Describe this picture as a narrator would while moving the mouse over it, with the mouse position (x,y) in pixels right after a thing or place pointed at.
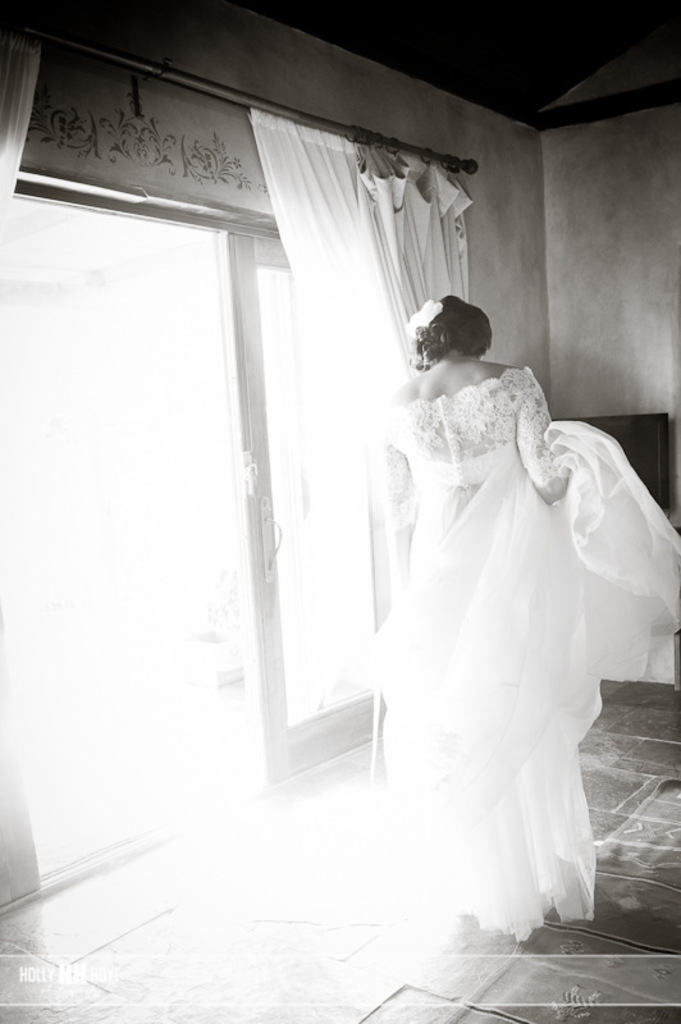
In this picture there is a woman (503,581) wearing white dress (518,537) is standing and there is a glass door (328,560) and curtain (311,215) beside her.
